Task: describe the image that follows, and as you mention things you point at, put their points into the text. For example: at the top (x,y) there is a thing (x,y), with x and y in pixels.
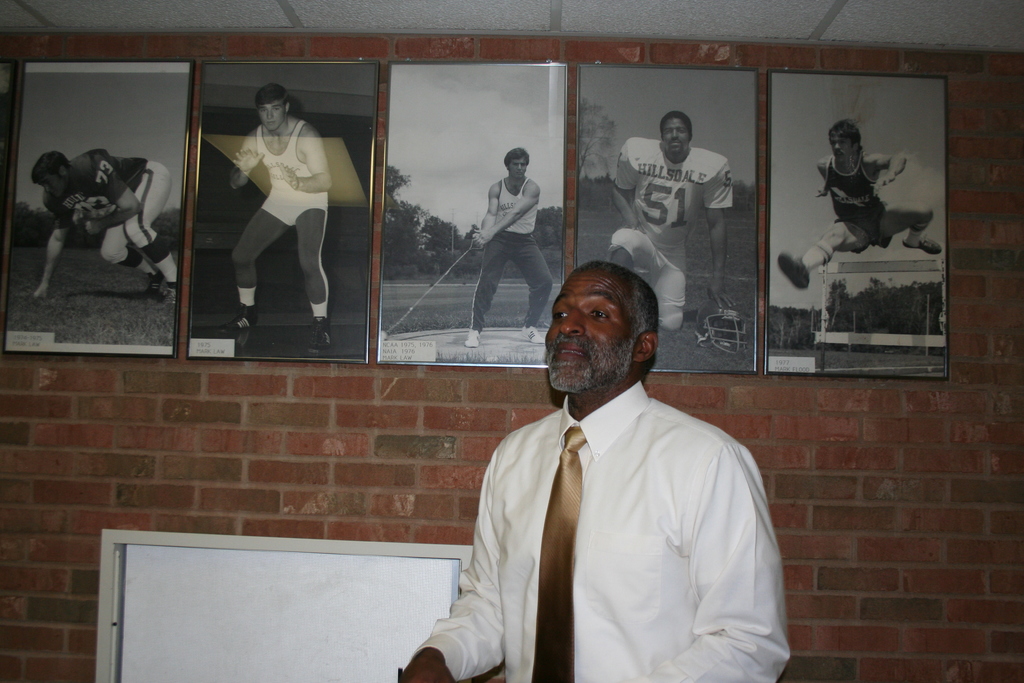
In this picture I can observe a man (569,453) in the middle of the picture (608,388) wearing white color shirt (547,504). In the background (229,251) I can observe photo frames (351,233) on the wall (345,397).
